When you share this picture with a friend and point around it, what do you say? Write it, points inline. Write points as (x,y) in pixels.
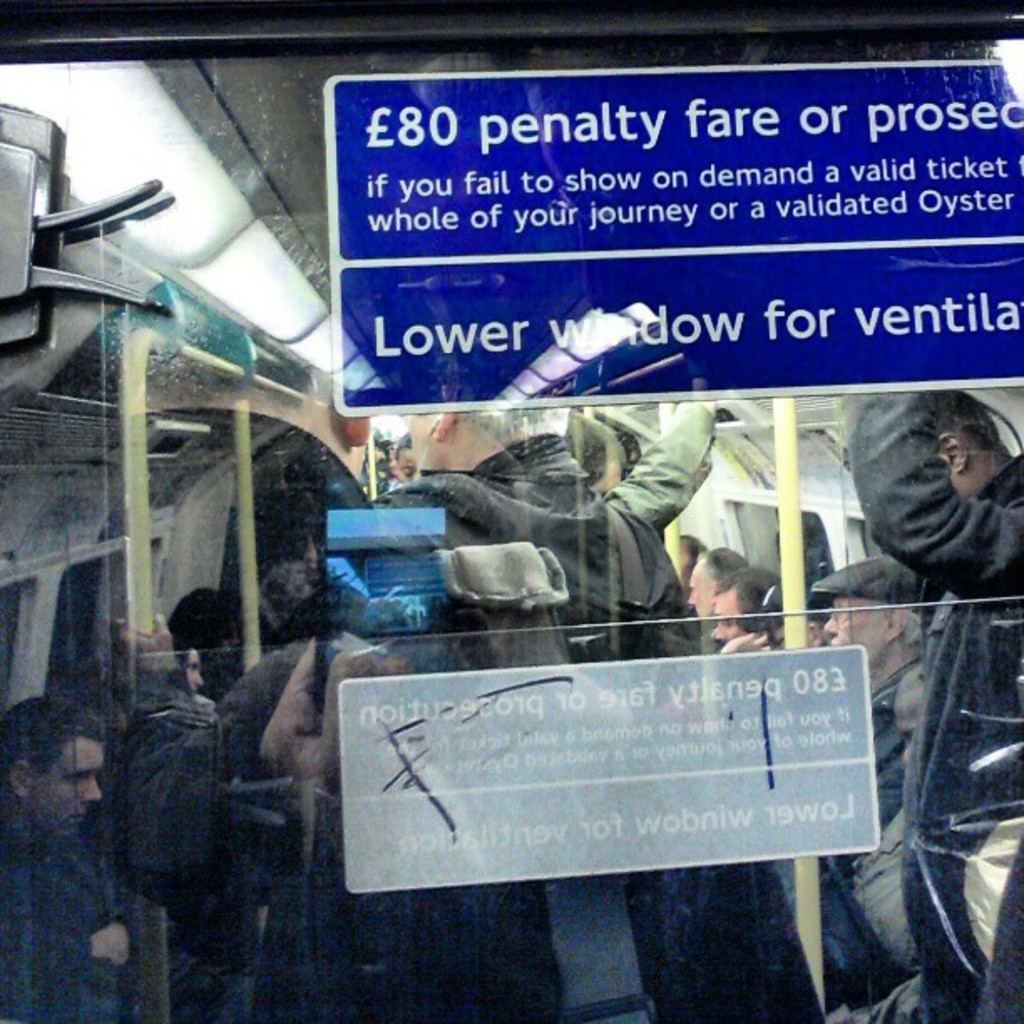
In this image, we can see there are two stickers (511,133) pasted on a surface (312,207) of a transparent glass (601,486). Through this glass (654,488), we can see there are persons (276,521) and there are windows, poles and lights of this vehicle (24,643).
